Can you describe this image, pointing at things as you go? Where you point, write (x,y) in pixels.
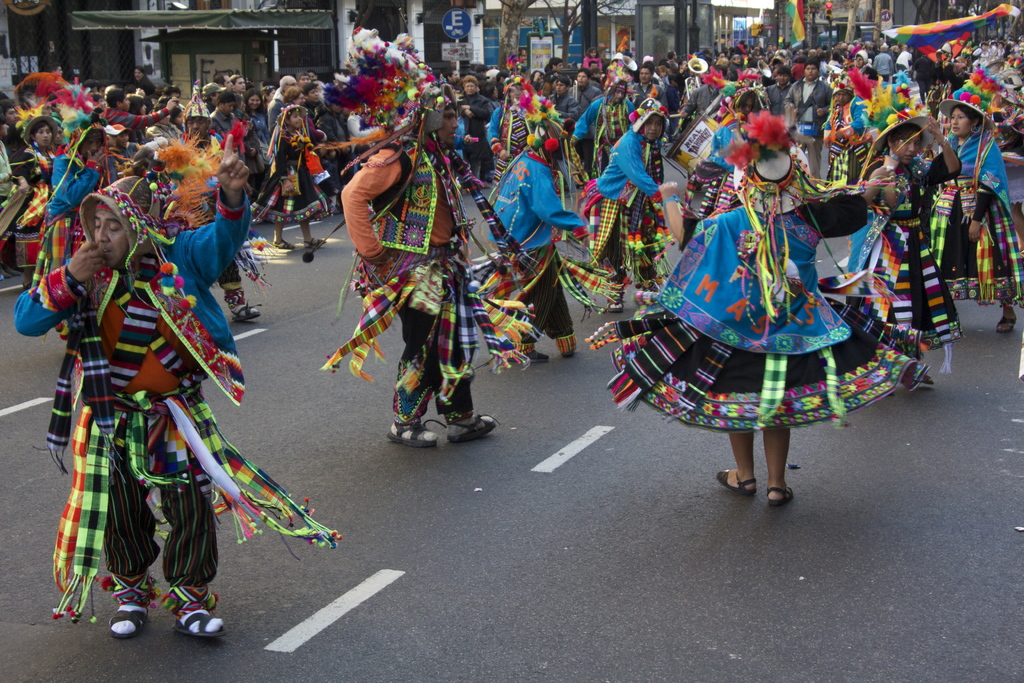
In this image there are tribes (230,380) dancing on the road (829,268). The people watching at them at back (275,125) side. There are trees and buildings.
